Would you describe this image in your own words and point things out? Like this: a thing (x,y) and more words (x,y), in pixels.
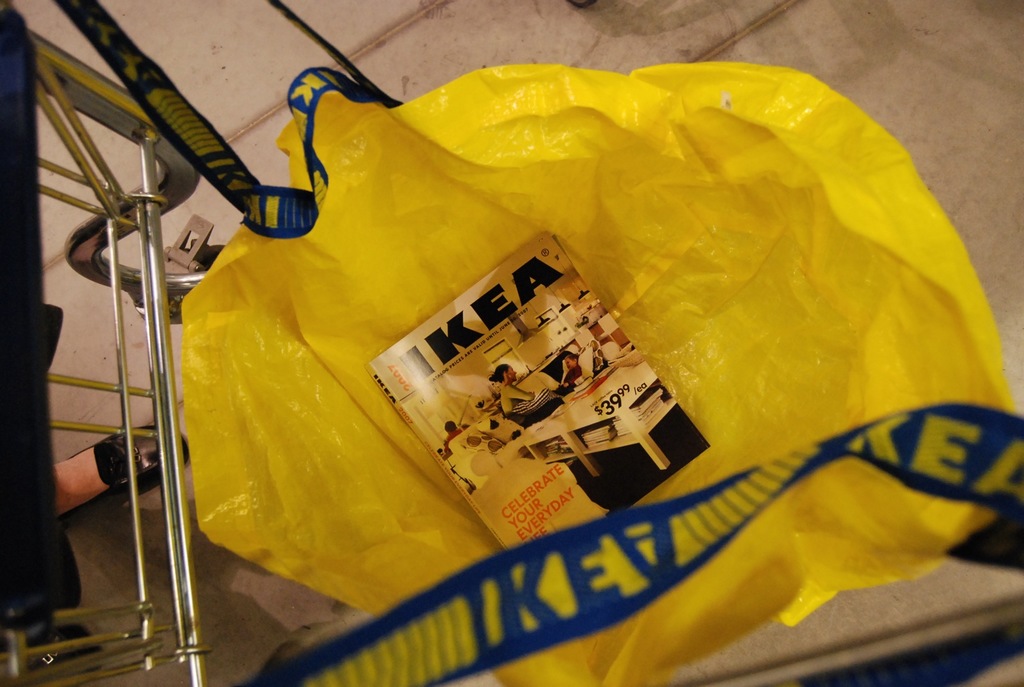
In this image I can see a yellow color cover bag (658,224) is placed on the floor (905,90). On this there is a book (560,401). Along with the cover bag (304,264) I can see two blue color ribbons (254,222). On the left side (140,589) there is a metal stand (140,540) and also I can see a person's foot (86,474).
